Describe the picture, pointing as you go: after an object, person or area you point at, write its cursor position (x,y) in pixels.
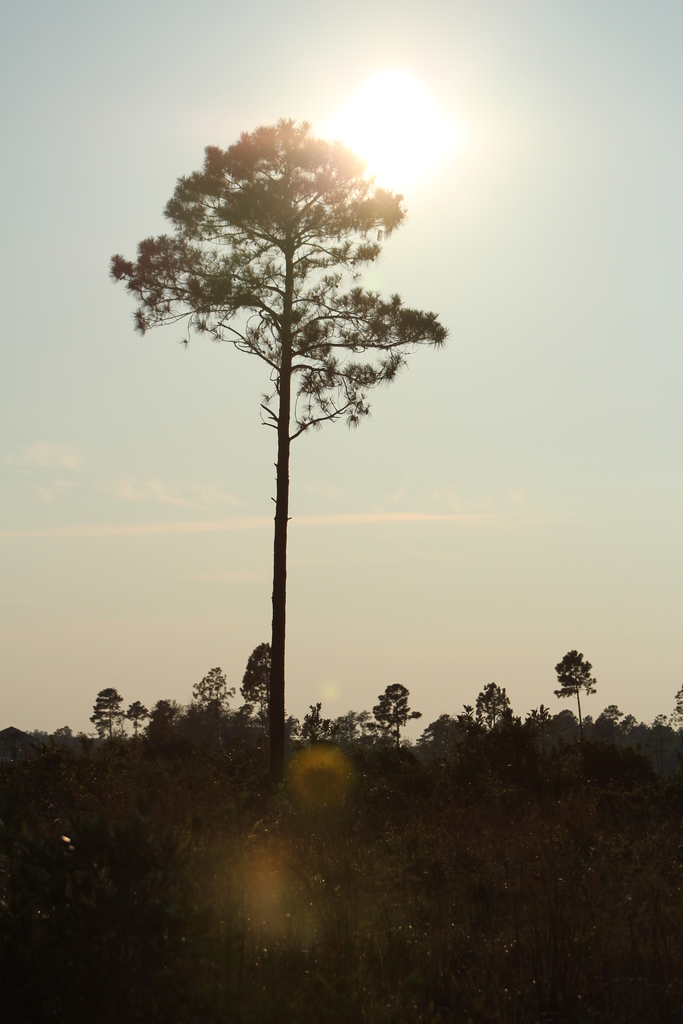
In this image we can see there are trees (271,315) and the sky (408,545).
